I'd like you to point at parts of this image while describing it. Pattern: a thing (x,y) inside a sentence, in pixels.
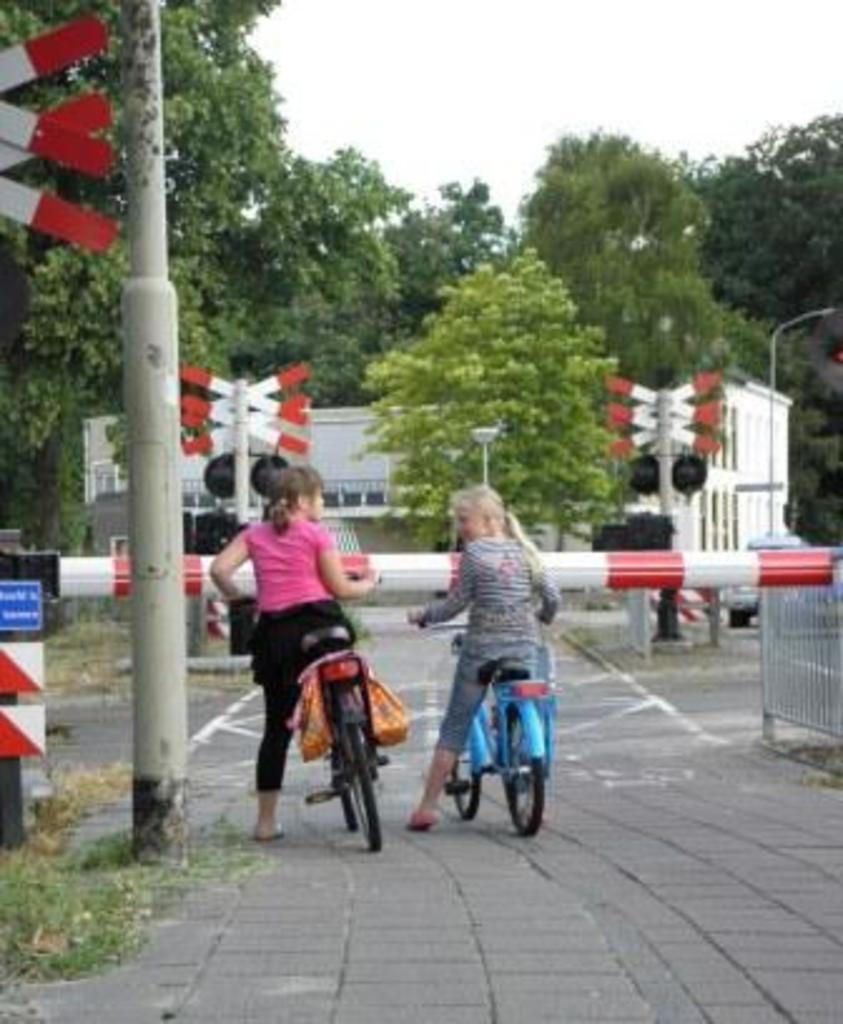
In this image I see 2 girls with the cycle (317,702) on the path (230,713). I can also see that there is a pole (170,631) over here. In the background (114,24) I see lot of trees (60,82), a building (767,473) and the signal (272,413).
